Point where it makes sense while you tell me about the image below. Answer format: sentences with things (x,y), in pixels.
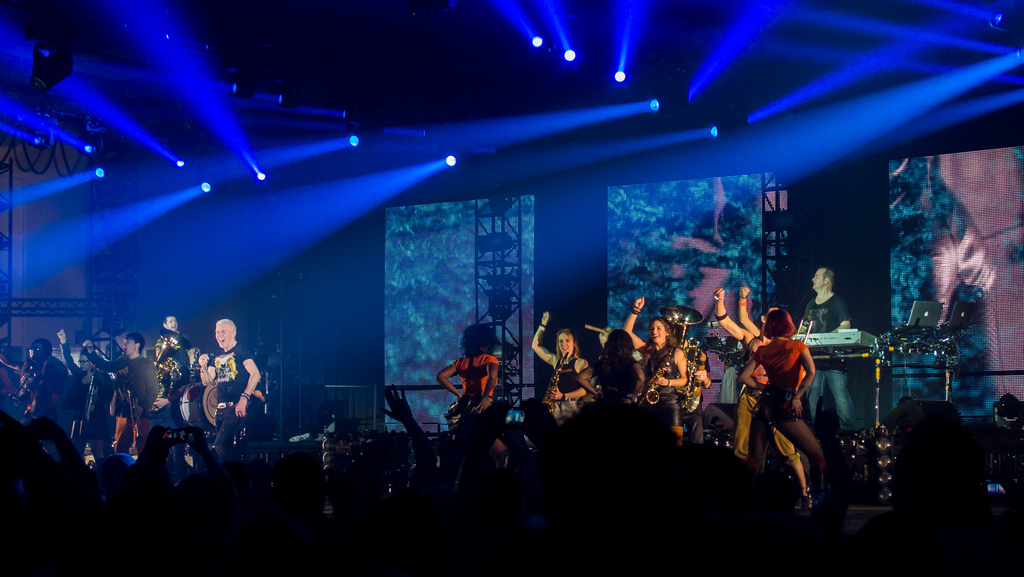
This picture is clicked in the musical concert. In the middle of the picture (671,326), we see women (658,350) are holding musical instruments (649,396) in their hands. Beside them, we see people (755,385) are dancing on the stage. Behind them, we see a man (816,302) in black T-shirt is standing. In front of him, we see musical instruments (896,346). On the left side (43,364), we see men (43,381) are singing the songs on the microphone (208,359). At the bottom of the picture (443,528), it is black in color. At the top of the picture (443,148), we see blue color lights (245,149).
